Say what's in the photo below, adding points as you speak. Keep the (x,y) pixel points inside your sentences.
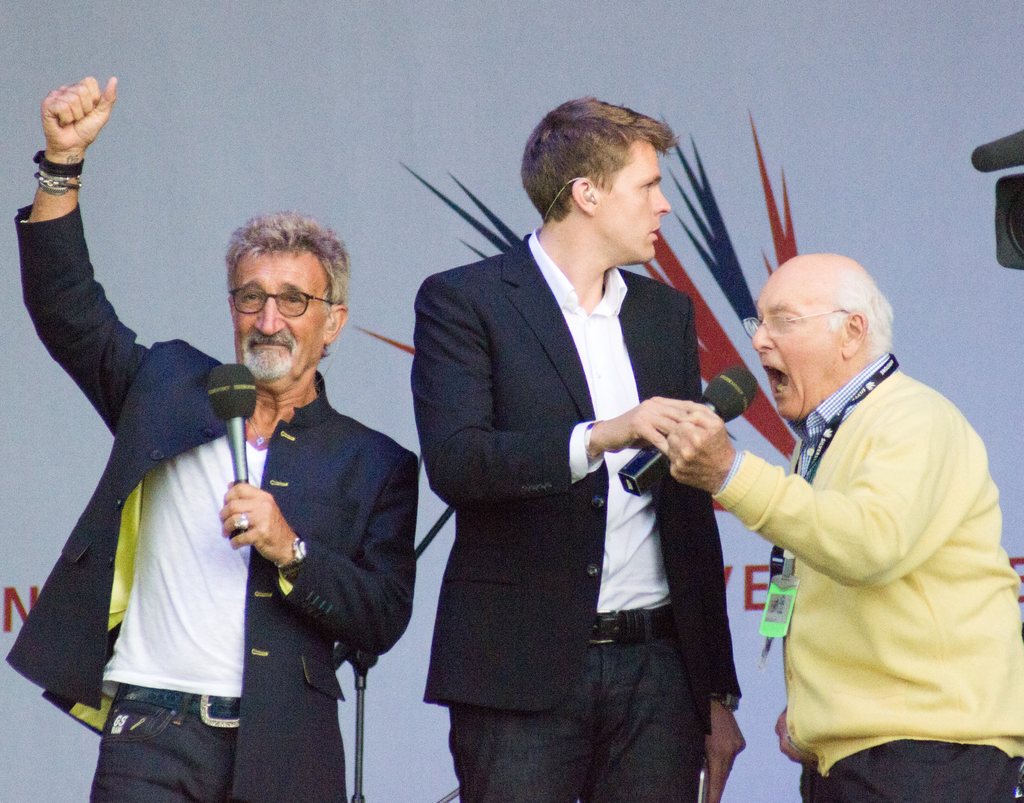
This picture shows three men (599,248) standing and man (800,466) speaking with the help of a microphone (742,414) in his hand (689,436) we see other man (297,215) holding a microphone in his hand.
